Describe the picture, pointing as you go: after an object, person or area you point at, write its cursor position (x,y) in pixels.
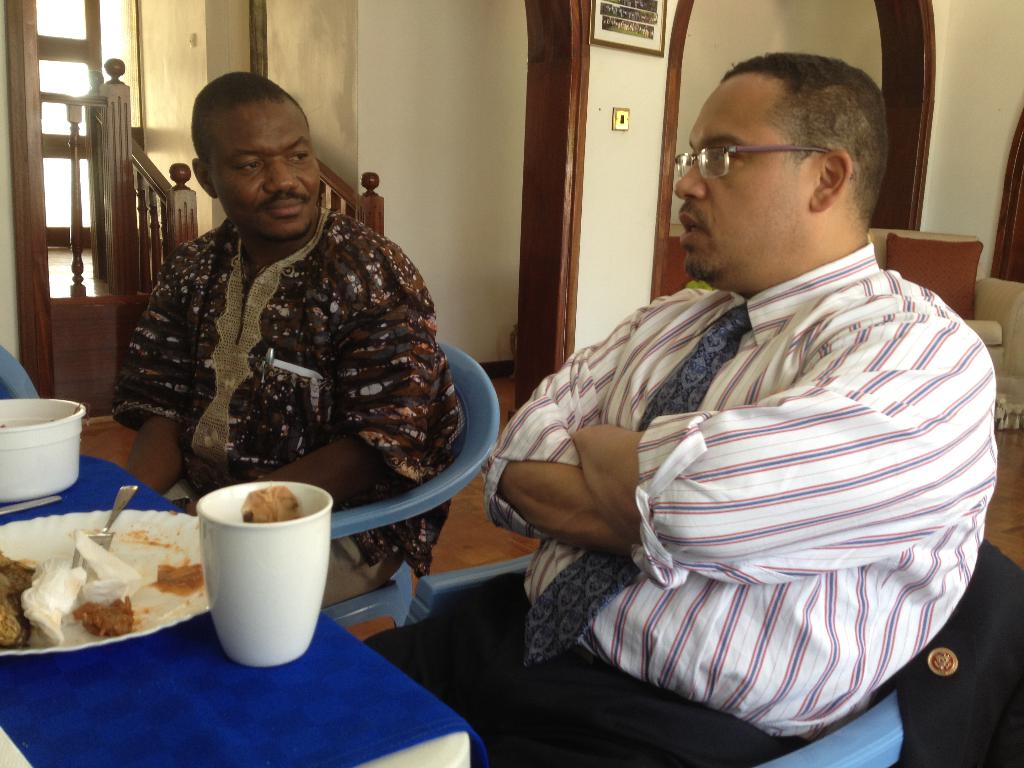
In this picture there are 2 persons (271,224) sitting in the chair (874,766) in table (83,753) there is a food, tissue (100,584), fork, plate (193,550), glass (256,516) and at back ground (630,13) there is a stair case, and a frame (628,31) attached to wall (789,15), and a couch (923,236) with a pillow (921,278).
